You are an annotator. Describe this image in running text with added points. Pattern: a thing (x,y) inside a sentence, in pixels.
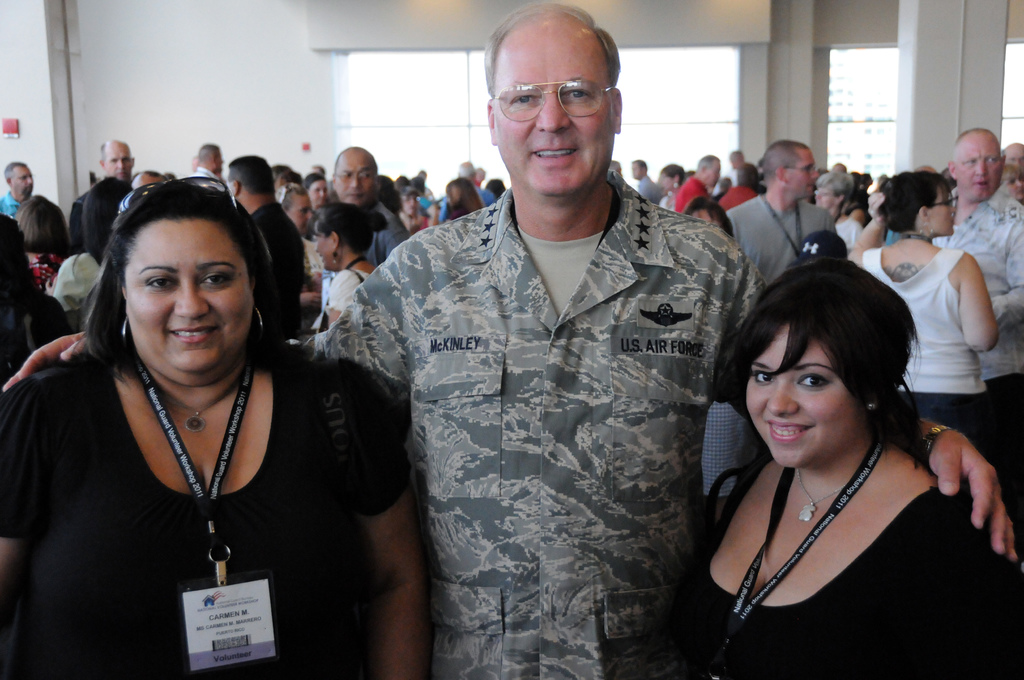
In this image I can see a person (553,397) wearing uniform (558,376) and two women (282,512) wearing black color dress (275,542) are standing. In the background (356,272) I can see number of people (350,205) standing, the white colored wall (221,121) and few windows (439,83).
